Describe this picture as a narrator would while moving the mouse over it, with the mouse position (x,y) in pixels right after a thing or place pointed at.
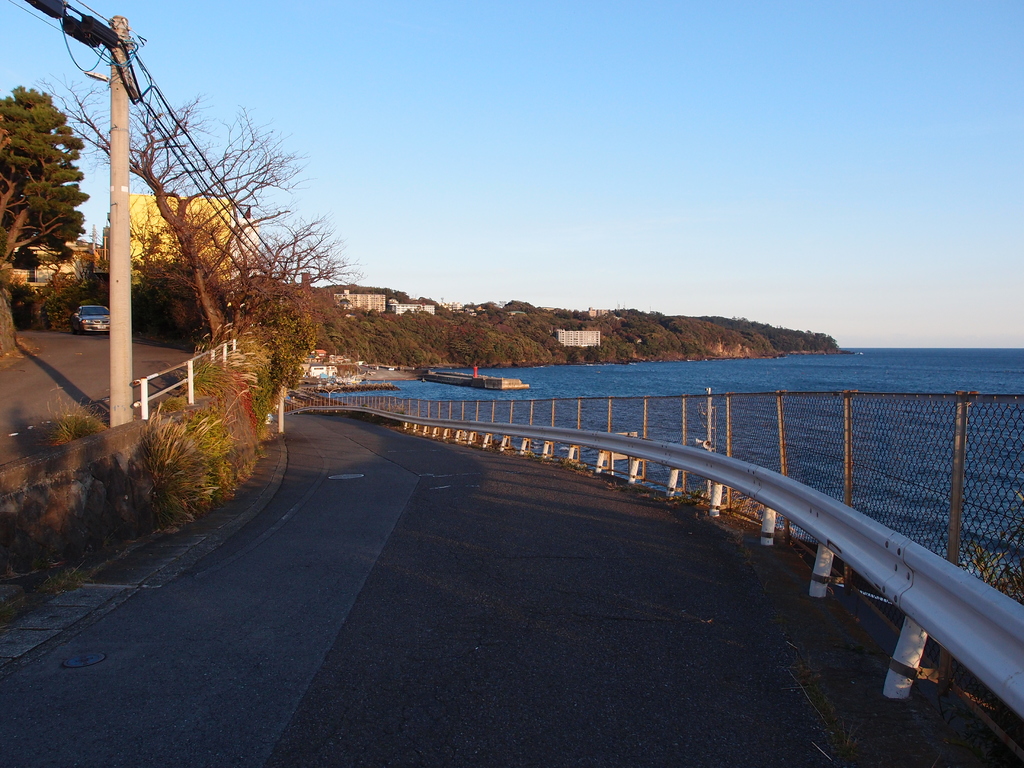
In this image I can see the road (317,621). To the side of the road (445,547) I can see the plants (200,456), railing (646,432) and the water (701,370). To the left (117,328) I can see the pole (124,303) and the vehicle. In the background (224,297) there are many trees (368,346), houses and the sky (625,83).
